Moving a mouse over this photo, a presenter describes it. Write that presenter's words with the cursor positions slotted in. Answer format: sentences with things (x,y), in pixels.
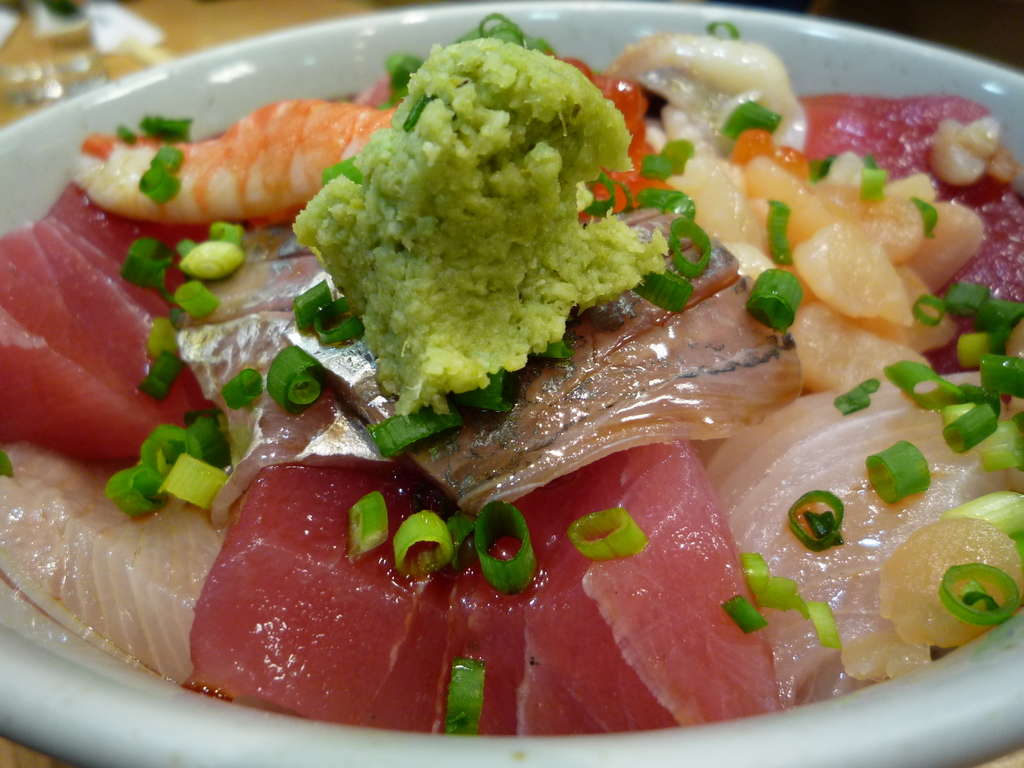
In the picture I can see food items (492,501) in a white color object (3,167).
